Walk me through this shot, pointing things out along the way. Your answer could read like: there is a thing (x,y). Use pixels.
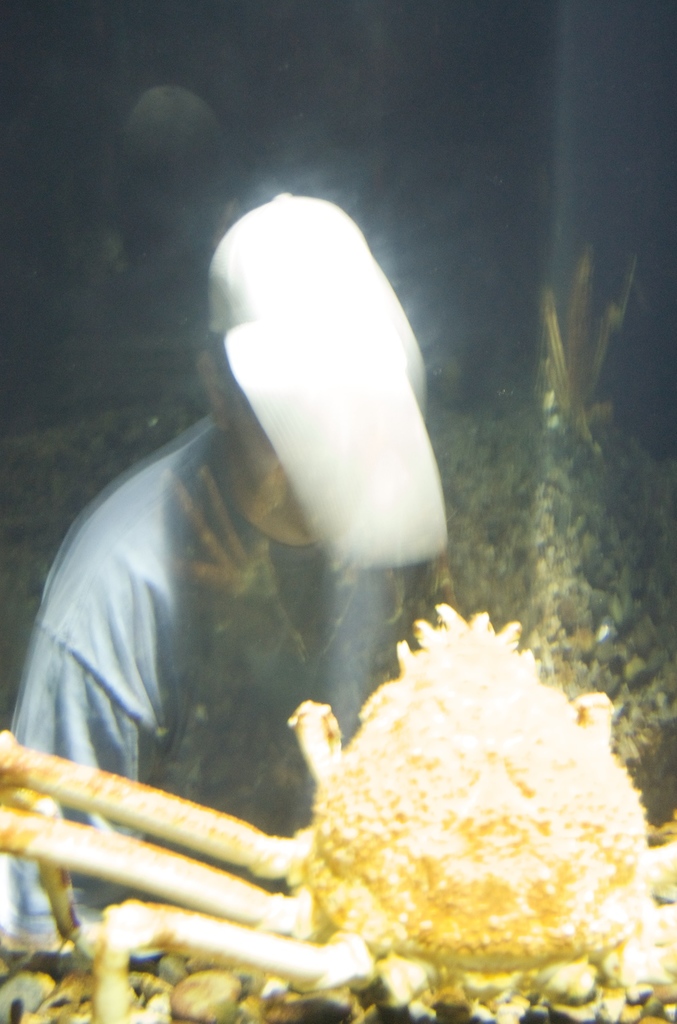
In this image we can see a crab (152,863) places in the water (97,889). On the backside (161,574) we can see a person (130,646).
